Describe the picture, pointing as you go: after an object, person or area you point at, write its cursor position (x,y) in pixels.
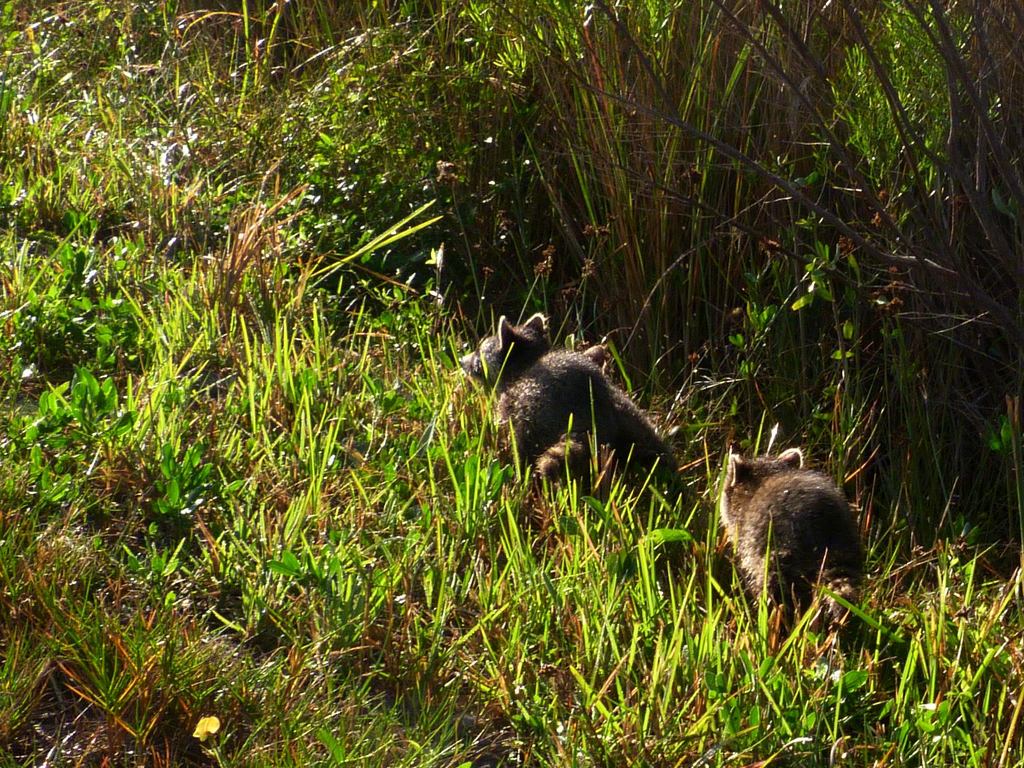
In the picture I can see the animals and green grass (625,152).
